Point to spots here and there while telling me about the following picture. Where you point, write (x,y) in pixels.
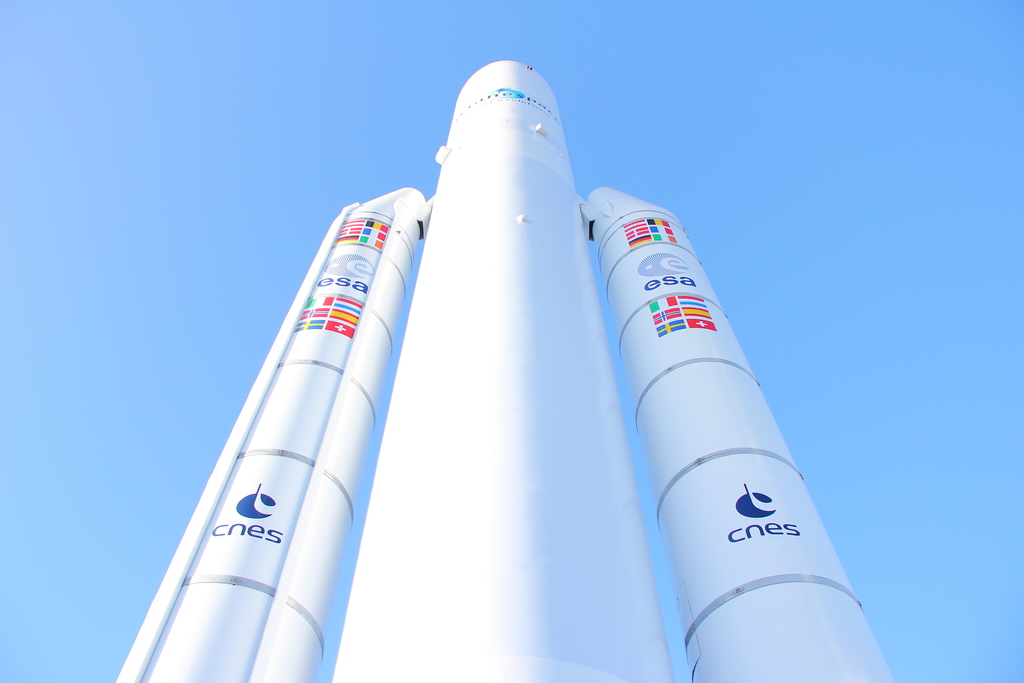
In the center of the image (369,280) there is a rocket (700,392). In the background of the image (749,252) there is sky (256,152).
